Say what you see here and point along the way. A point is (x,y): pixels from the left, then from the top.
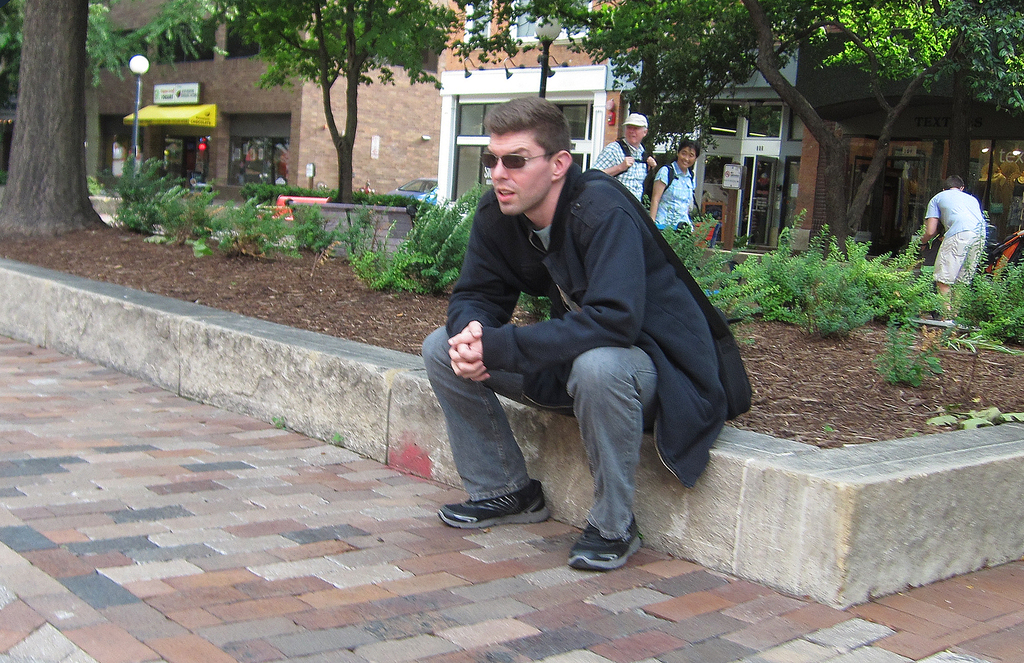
In this image in the front (551,338) there is a person (570,329) sitting. In the center (371,281) there are plants (846,286) and there are persons (938,216) standing and walking. In the background (73,112) there are trees (815,112). buildings (573,126), poles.
